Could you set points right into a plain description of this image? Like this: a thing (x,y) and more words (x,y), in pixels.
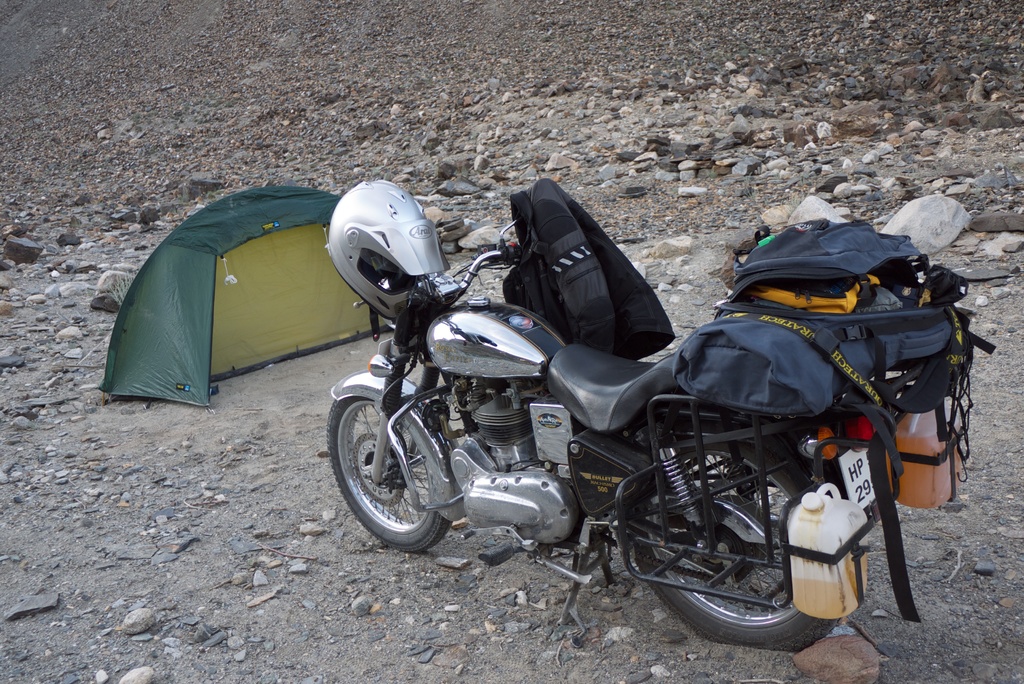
It is a bike (501,467), there are bags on it and a helmet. On the left side (320,305) there is a tent (313,317) in this image.
